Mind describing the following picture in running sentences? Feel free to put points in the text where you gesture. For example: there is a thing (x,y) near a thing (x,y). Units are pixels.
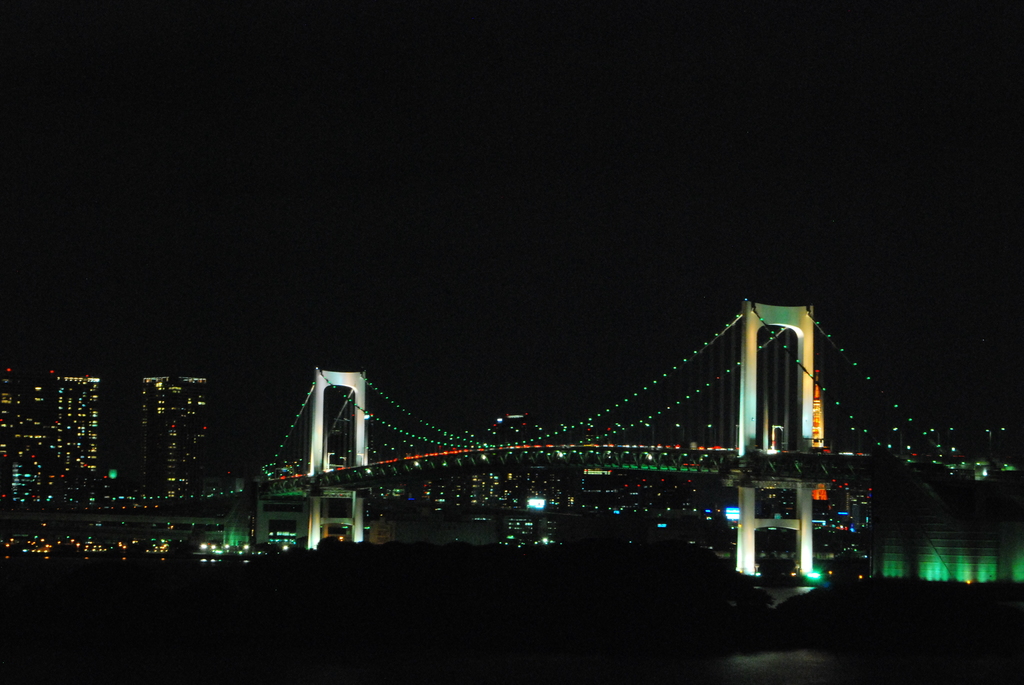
In this image we can see a bridge (728,441) with some lights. In the background (402,530), we can see a group of buildings (171,465) and the sky (405,197).
